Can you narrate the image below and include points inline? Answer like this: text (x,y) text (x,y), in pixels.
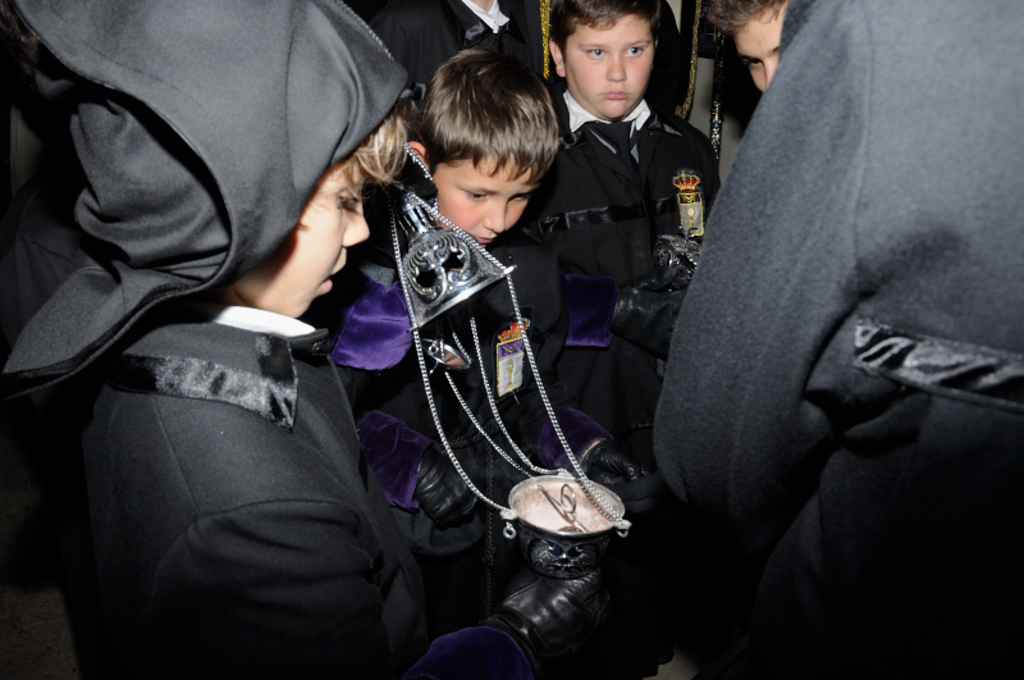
In this image there are few people (455,214) standing one of them is holding an object (446,220) in his hand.
